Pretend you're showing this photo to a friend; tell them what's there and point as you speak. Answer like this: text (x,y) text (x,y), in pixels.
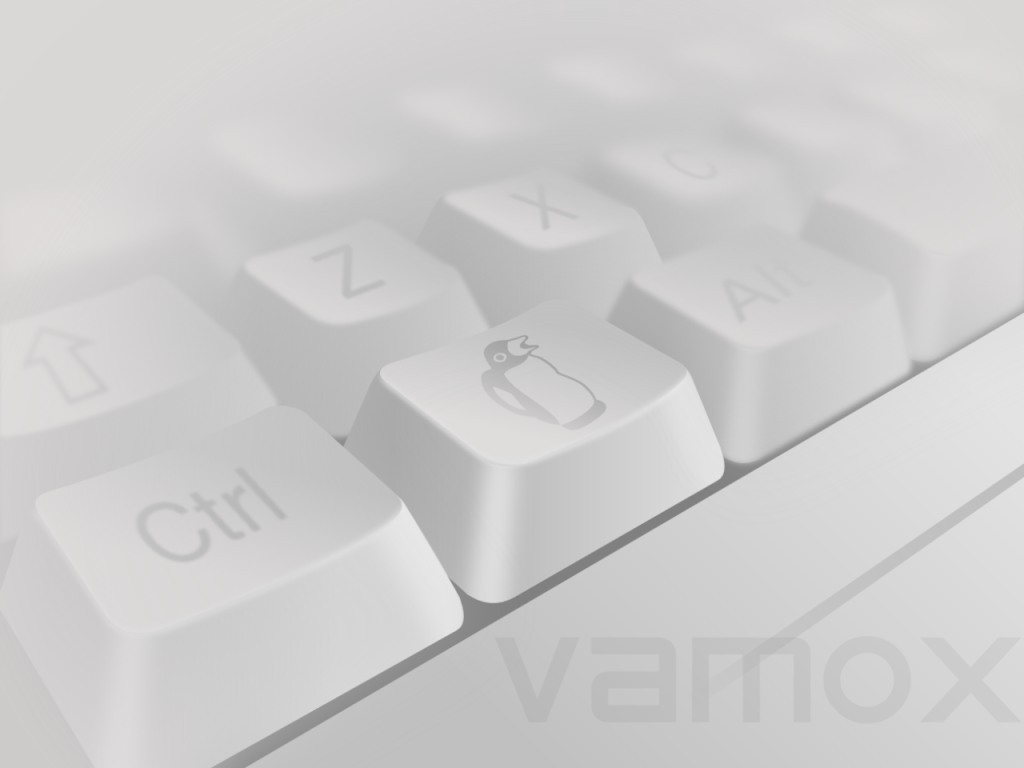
In the center of the image (570,478), we can see keys (519,325) and at the bottom (674,649), there is some text (702,668).
